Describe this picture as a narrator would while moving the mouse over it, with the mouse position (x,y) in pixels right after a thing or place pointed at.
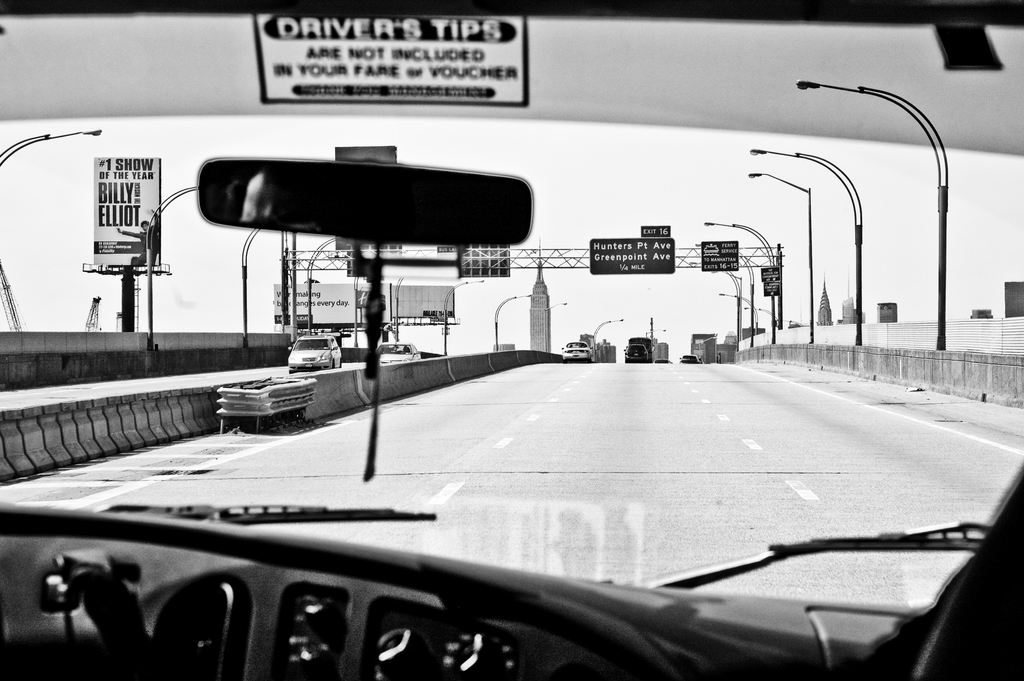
This is a black and white image. In this image we can see motor vehicles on the road (554,413), street poles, street lights (499,311), advertisement boards (134,231), name boards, iron grills (566,255) and sky (621,234).
